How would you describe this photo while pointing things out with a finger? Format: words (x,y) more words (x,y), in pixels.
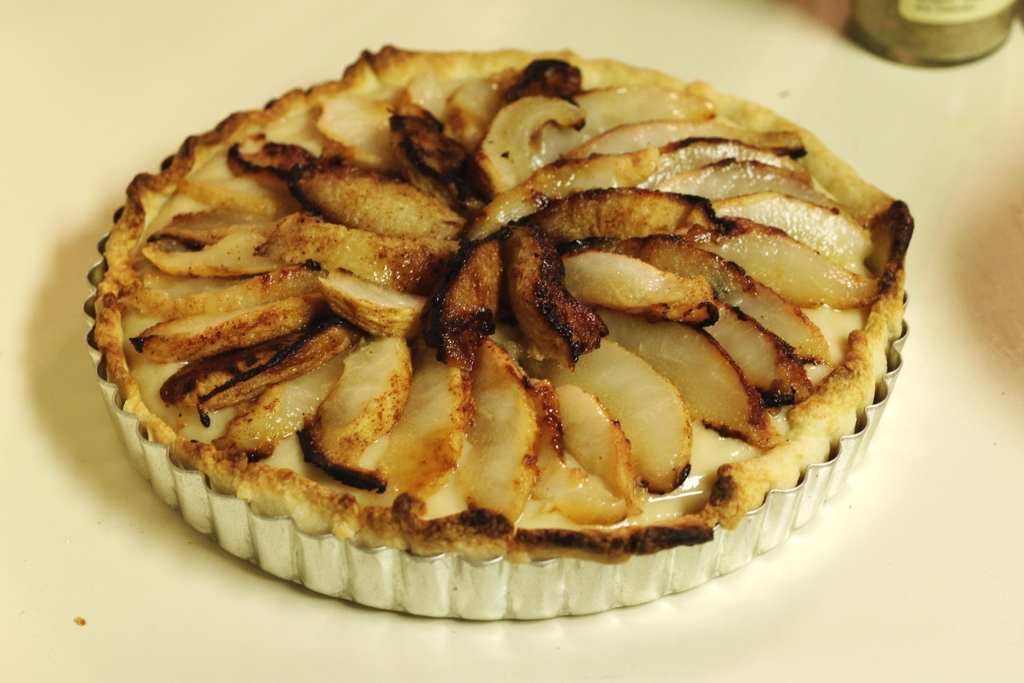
In this image we can see an apple pie (479,300) placed on the white table (684,622). Here we can see a jar (981,48) or the bottle (929,39).
